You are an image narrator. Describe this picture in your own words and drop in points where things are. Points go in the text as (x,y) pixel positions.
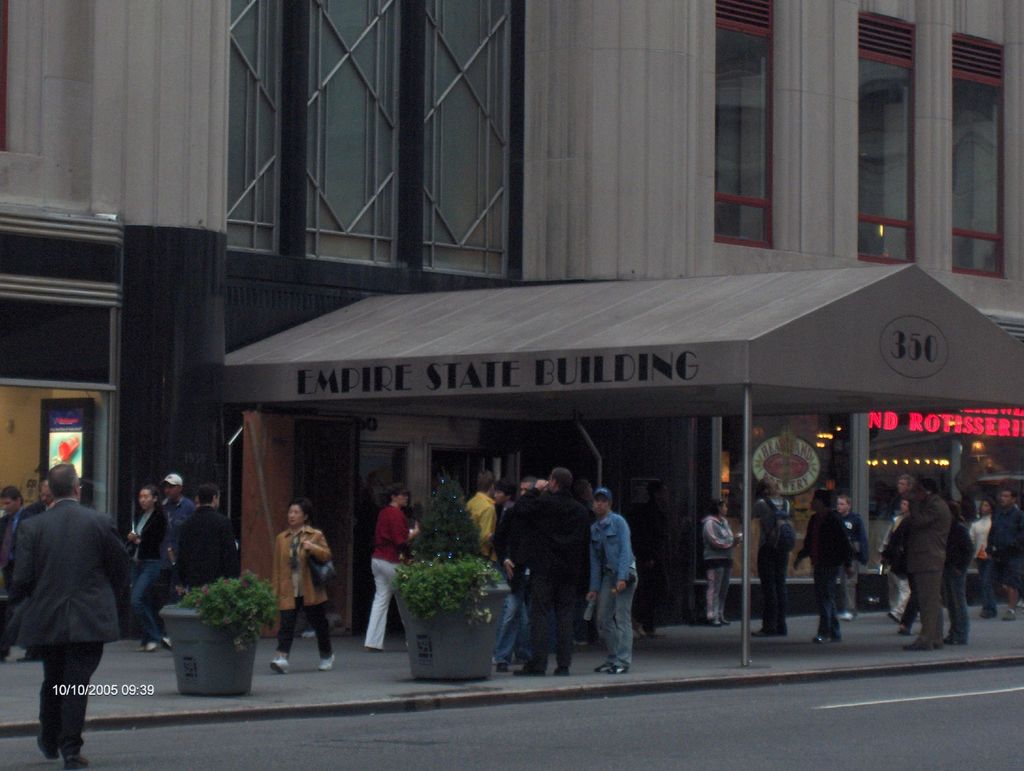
In the foreground of this image (646,745), there is a road (695,744) and on the left (62,598), there is a man (64,558) walking on it. In the background (564,480), there are persons (525,539) walking and standing on the side path (737,649), plants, shelter (695,355), building (371,167) and the lights (933,430).
